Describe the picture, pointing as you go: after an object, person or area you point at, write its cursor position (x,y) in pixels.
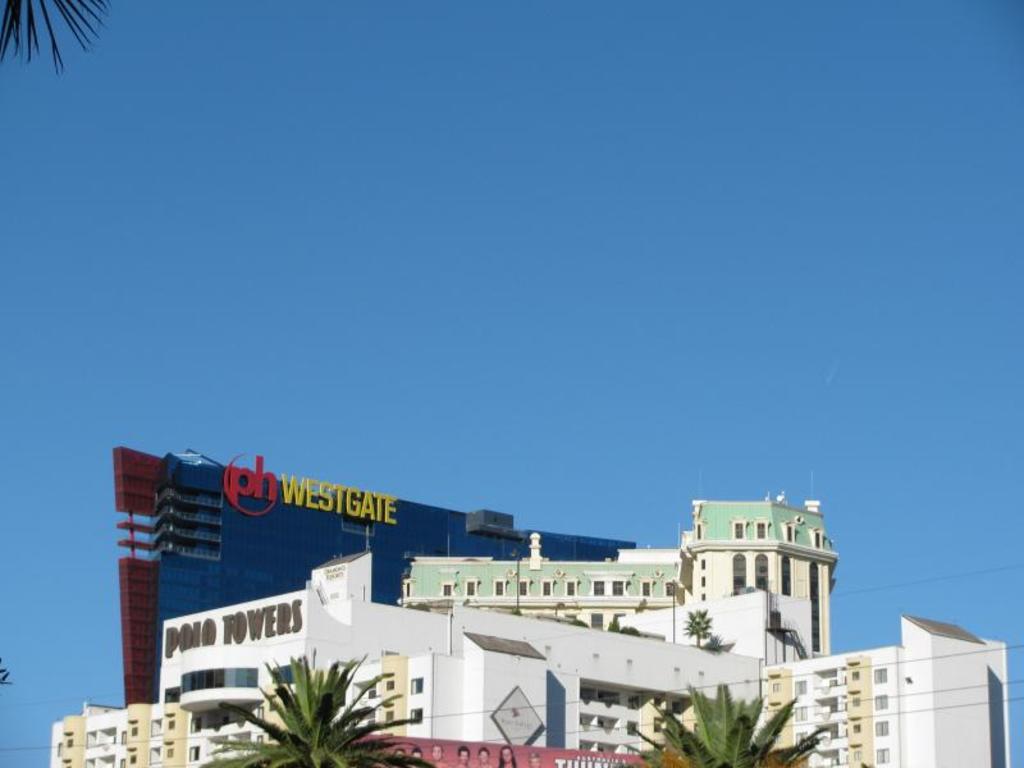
In this picture we can see a close view of the white buildings (531,634). In the front (309,731) bottom side we can see two coconut trees (712,737). Above we can see "West-gate" is written. On the top (433,160) there is a clear blue sky (379,255).
